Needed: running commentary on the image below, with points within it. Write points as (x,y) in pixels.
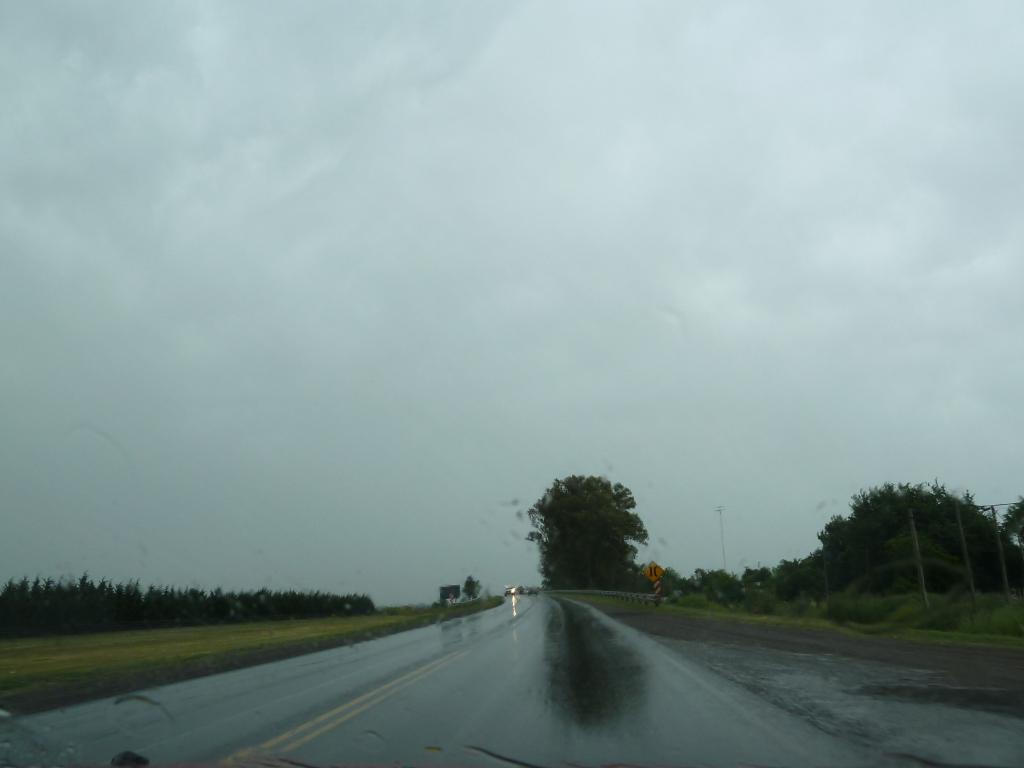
In this picture I can observe a road (314,693). On either sides of the road (329,685) I can observe some plants (747,609) on the ground (874,619). In the background (661,558) there are trees (910,546) and clouds (485,361) in the sky (453,374).
